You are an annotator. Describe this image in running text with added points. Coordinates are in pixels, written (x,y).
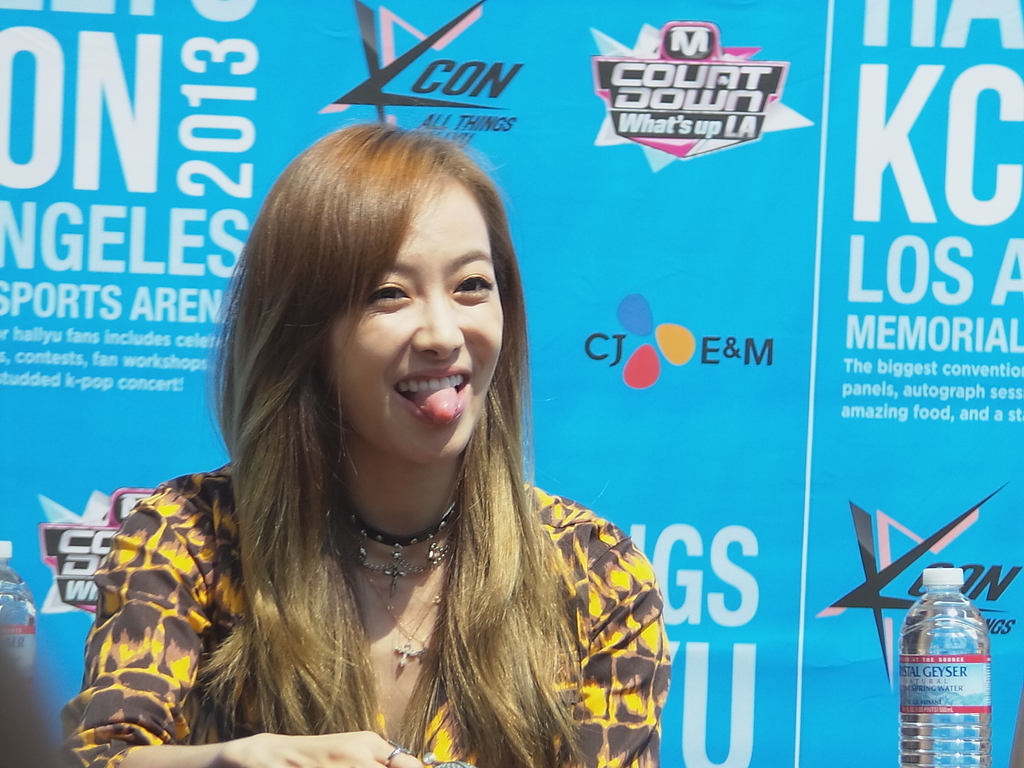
there is a stage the girl (531,534) is sitting on chair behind the girl (502,449) the wall (568,321) is there and the girl (445,454) she is wearing the yellow dress (178,609) and she is laughing.
